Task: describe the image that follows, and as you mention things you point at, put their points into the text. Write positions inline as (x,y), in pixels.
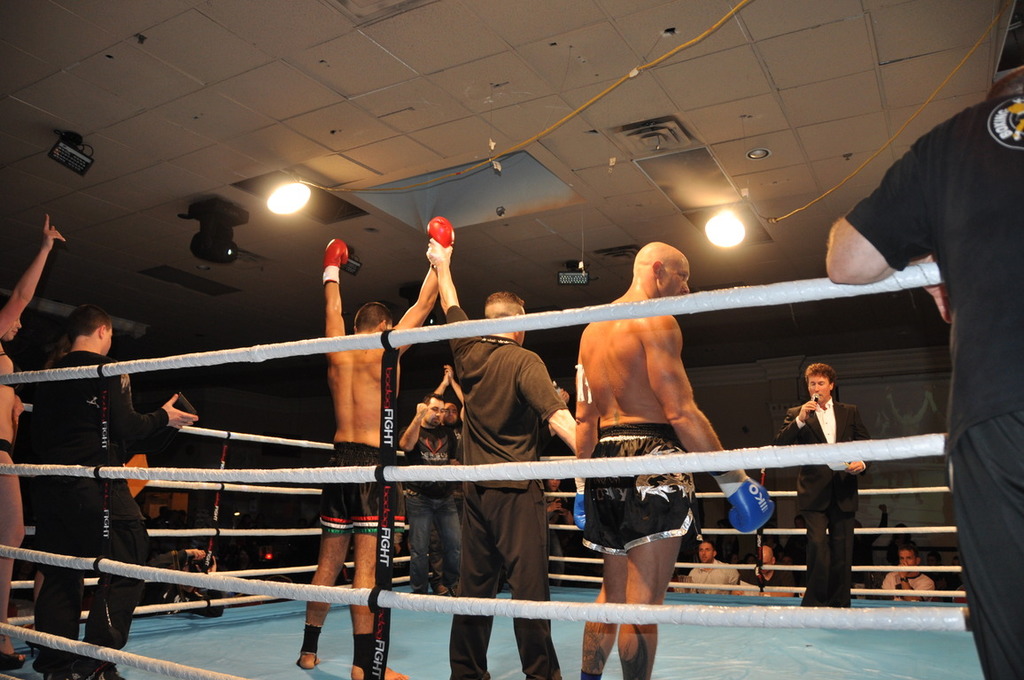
In this image there are persons (846,506) standing. The man (825,480) on the right (847,464) is standing and holding a mic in his hand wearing a black colour suit (834,471). There are ropes (133,658) in the front (826,461) and there are lights (80,151) on the top (69,145).
